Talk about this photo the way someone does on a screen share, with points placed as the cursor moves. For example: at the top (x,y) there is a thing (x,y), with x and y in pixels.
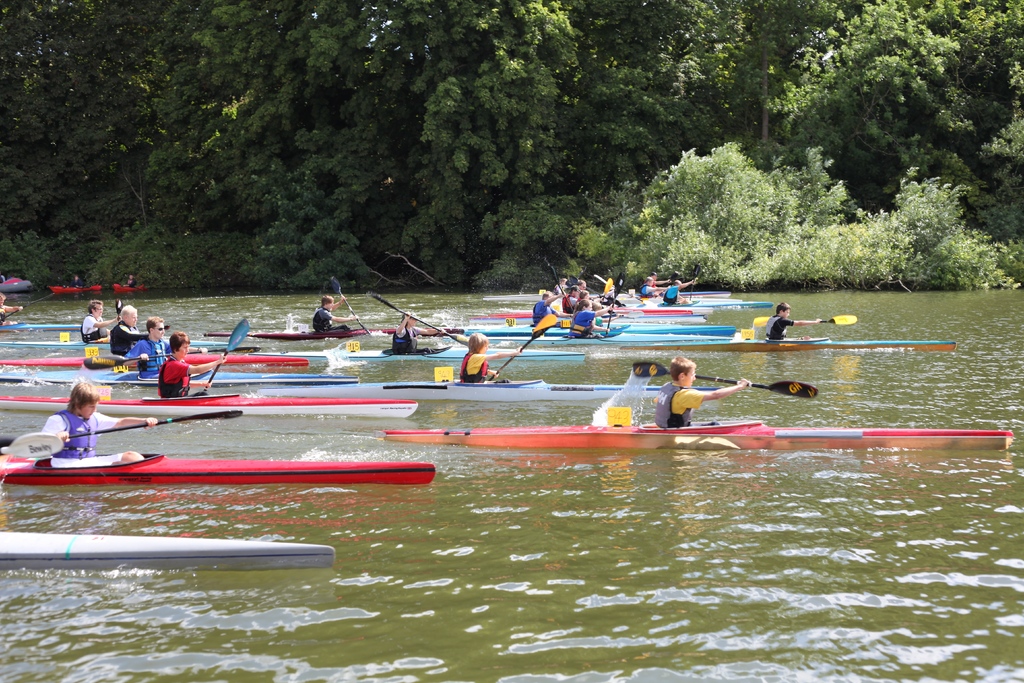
Here few persons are travelling in the boats (549,432). This is water (833,638) and these are the green trees (643,232).
